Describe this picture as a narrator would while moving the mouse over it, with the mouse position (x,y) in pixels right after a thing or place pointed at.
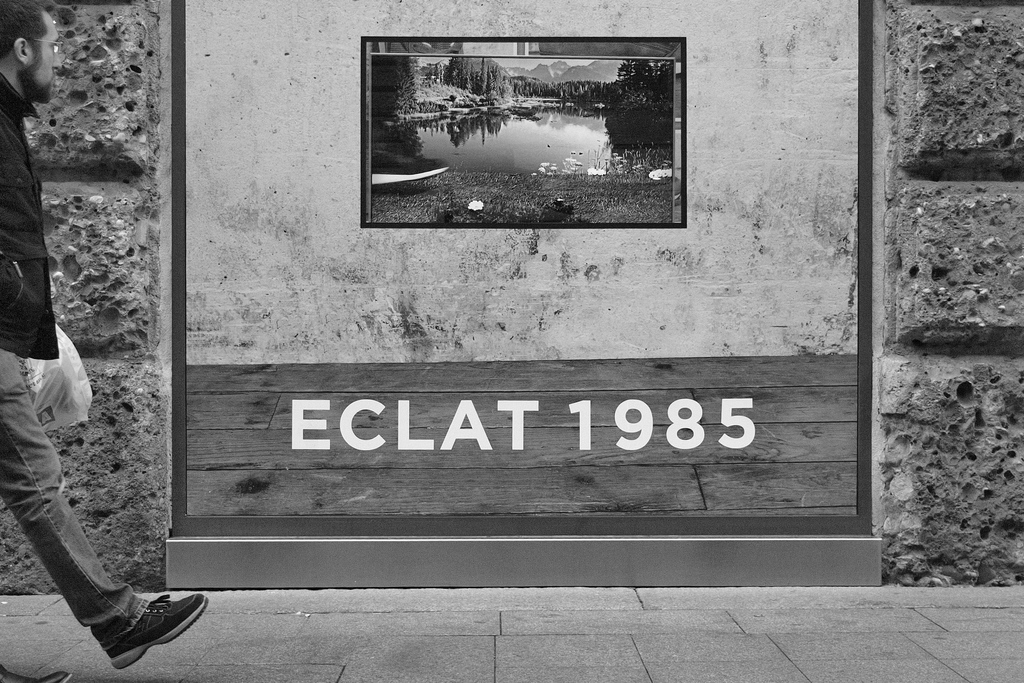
This looks like a black and white image. I can see a person (92,558) walking. This looks like a board (807,417) with the letters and a picture (397,208) on it. I can see the walls (99,430). At the bottom of the image (366,632), I think this is the pathway (801,620).
